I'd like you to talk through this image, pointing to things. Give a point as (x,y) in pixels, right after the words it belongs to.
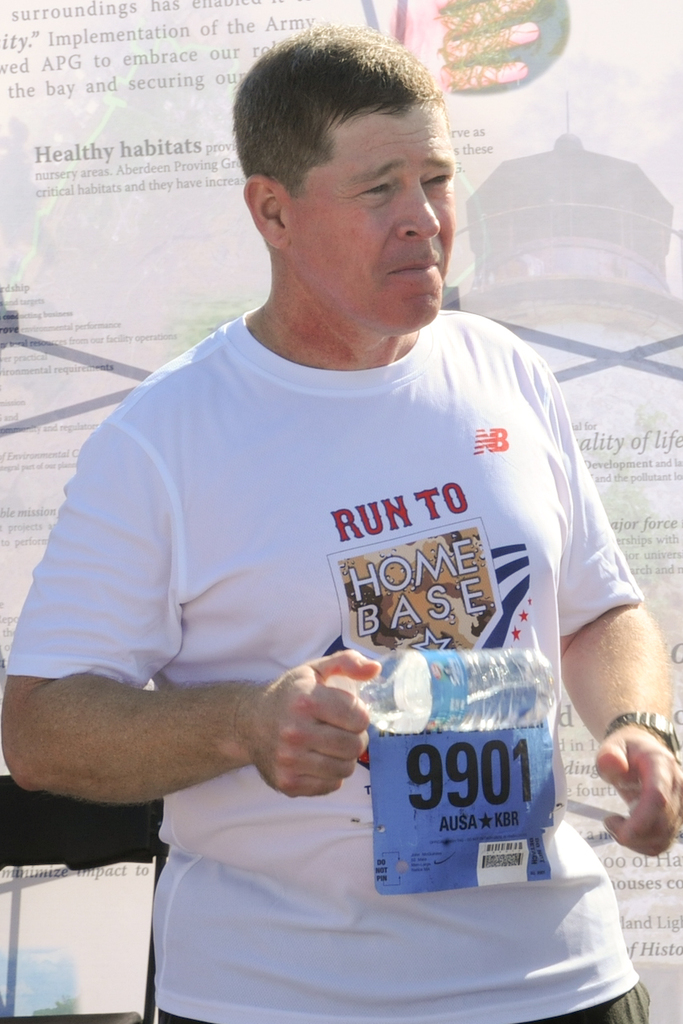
In this image we can see a person (240,754) wearing white color T-shirt (263,874) also wearing wrist watch (635,718), holding a water bottle (343,681) in his hands (628,768) and in the background of the image (42,98) there is white color sheet (184,285) and there are some words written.
